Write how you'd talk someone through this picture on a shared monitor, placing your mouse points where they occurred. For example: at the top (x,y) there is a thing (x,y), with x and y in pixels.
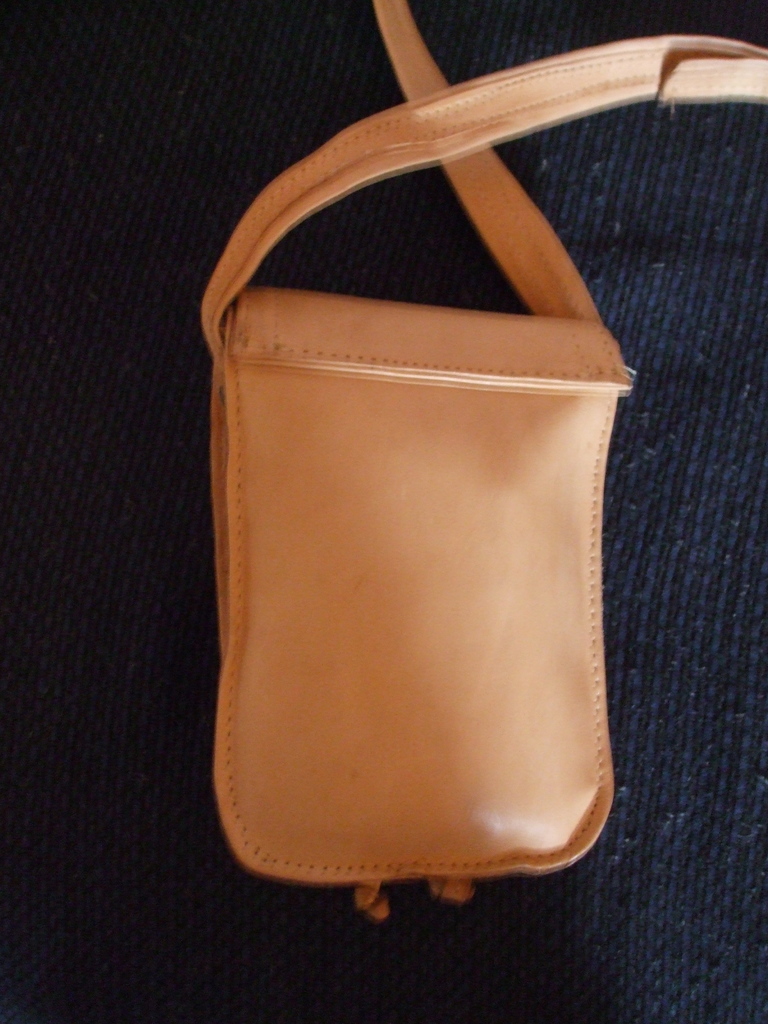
Orange color bag (361,308) with strap (360,156).
